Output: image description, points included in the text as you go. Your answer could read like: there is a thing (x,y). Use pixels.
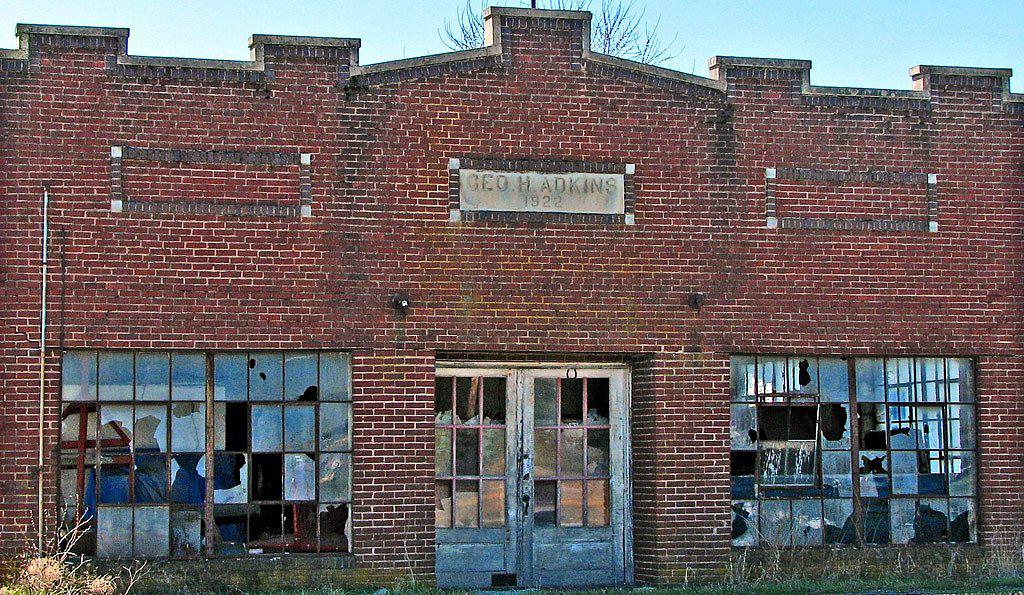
In this image there is a building (527,439) having doors (595,510) and windows (94,486) which are broken. Bottom of the image (130,577) there is grass (937,579) and plants (96,576) on the land (196,583). Behind the building (558,37) there is a tree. Top of the image (591,34) there is sky (794,38).
